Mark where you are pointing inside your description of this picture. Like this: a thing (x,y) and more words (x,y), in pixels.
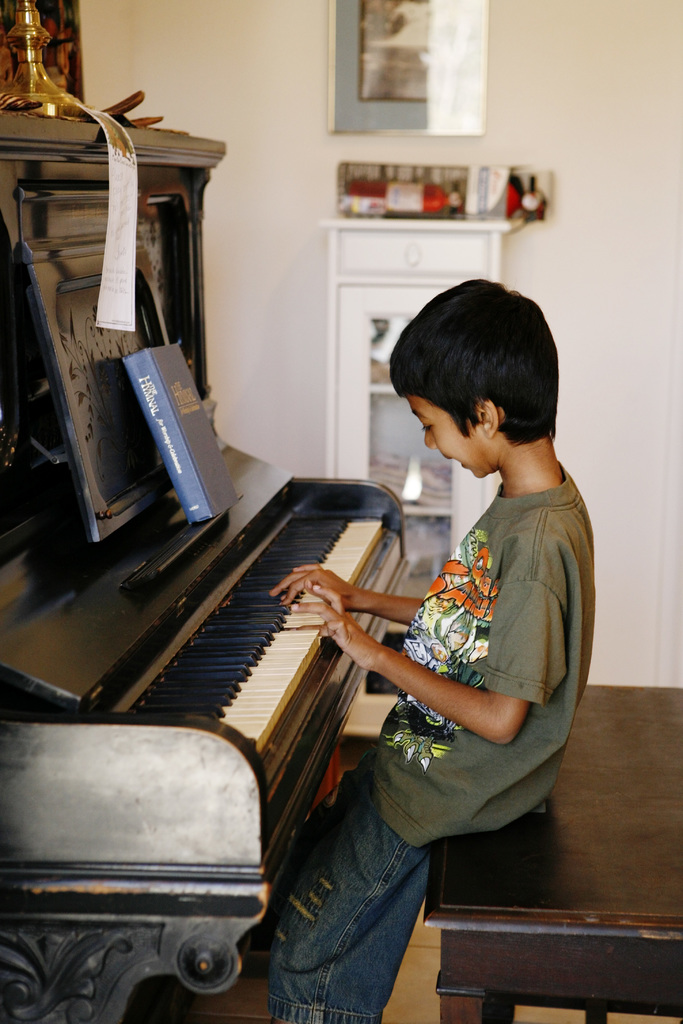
In this picture we can see boy (526,642) sitting on table (509,854) and playing piano (273,649) and on piano (96,409) we can see book (184,367), paper (129,183) and in background (250,121) we can see cupboard (354,287) with racks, wall (490,90) with frames (417,93).
